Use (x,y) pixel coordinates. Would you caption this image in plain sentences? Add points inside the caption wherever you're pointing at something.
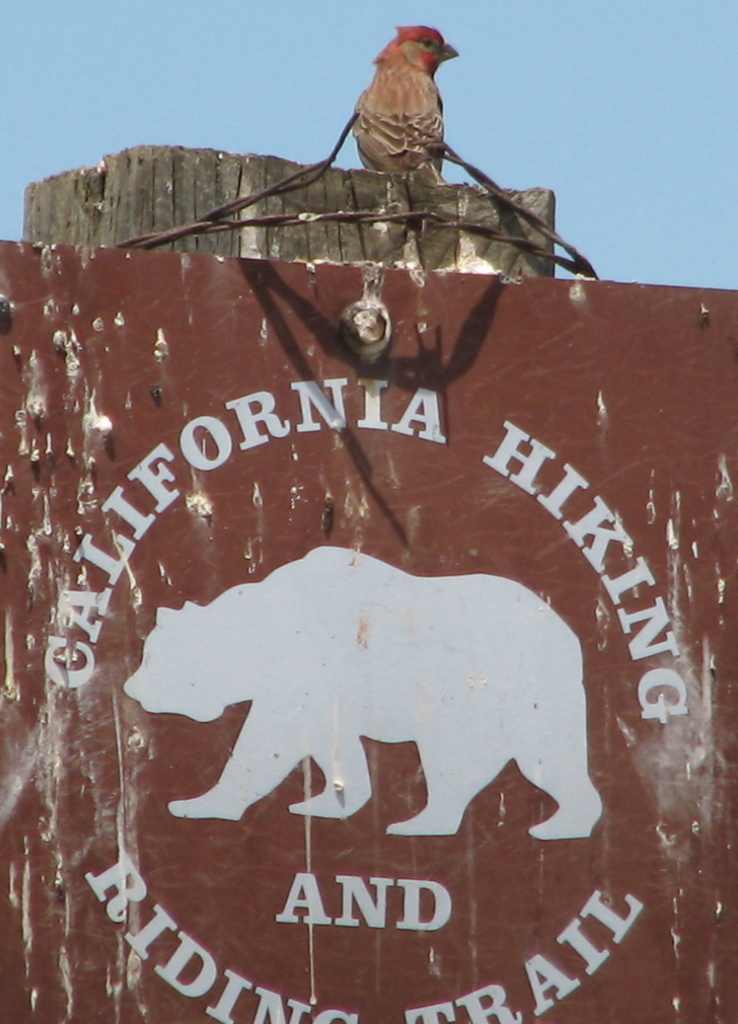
This picture shows a board (276,476) and we see a bird (420,81) on it. The bird (407,104) is brown and red in color and we see a blue sky (647,65).
